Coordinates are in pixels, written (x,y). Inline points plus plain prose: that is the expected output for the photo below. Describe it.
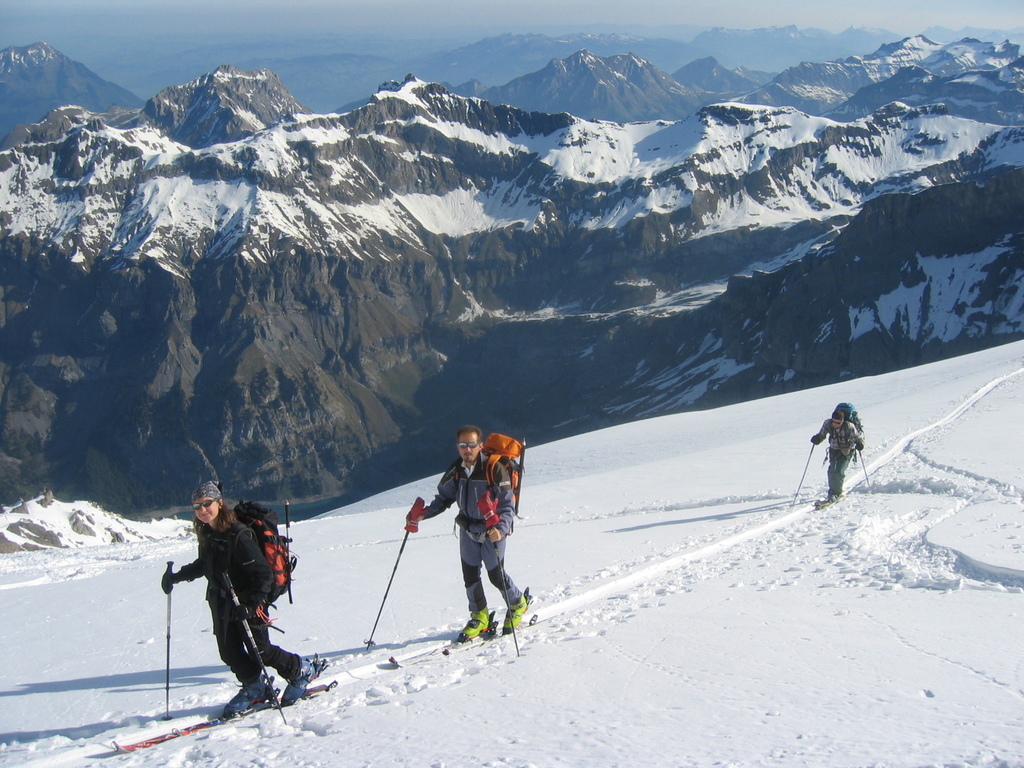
This image consists of three persons (239,642) skiing. They are wearing bags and ski-boards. At the bottom (793,662), there is snow (732,475). In the background (454,233), there are mountains (440,217) covered with snow (134,252).
